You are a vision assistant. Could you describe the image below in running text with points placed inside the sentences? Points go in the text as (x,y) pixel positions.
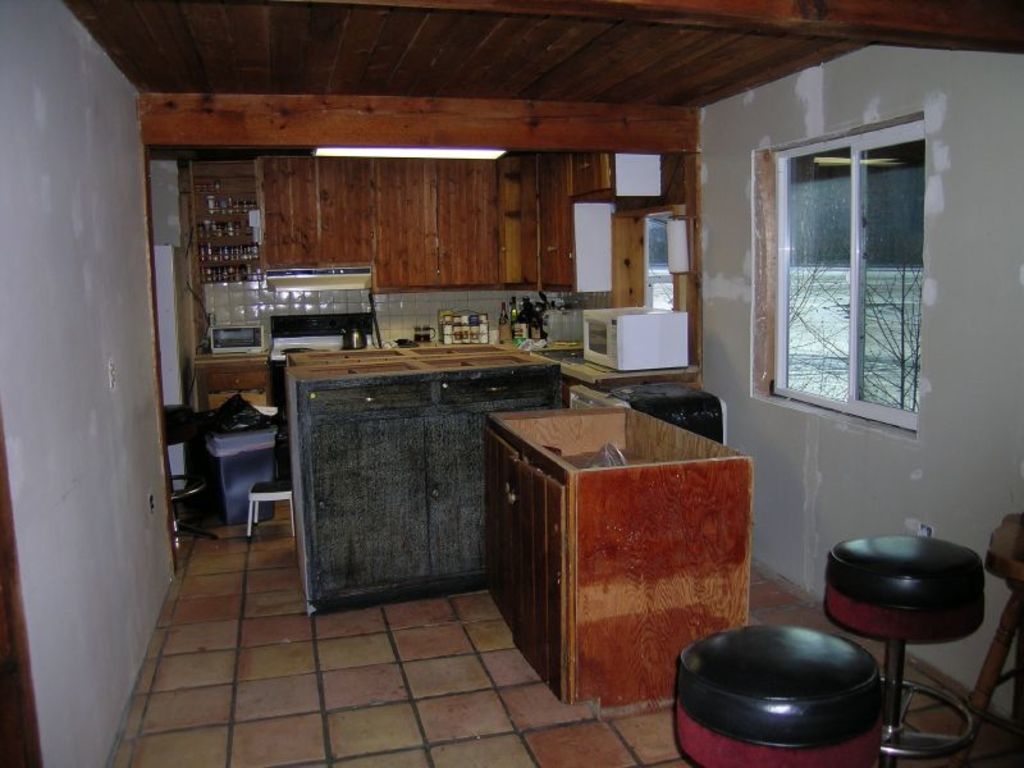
In the picture I can see two stools (893,675) and a glass window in the right corner (864,709) and there are two tables (420,399), a micro oven (600,346) and something other objects (384,273) in the background (396,230).
